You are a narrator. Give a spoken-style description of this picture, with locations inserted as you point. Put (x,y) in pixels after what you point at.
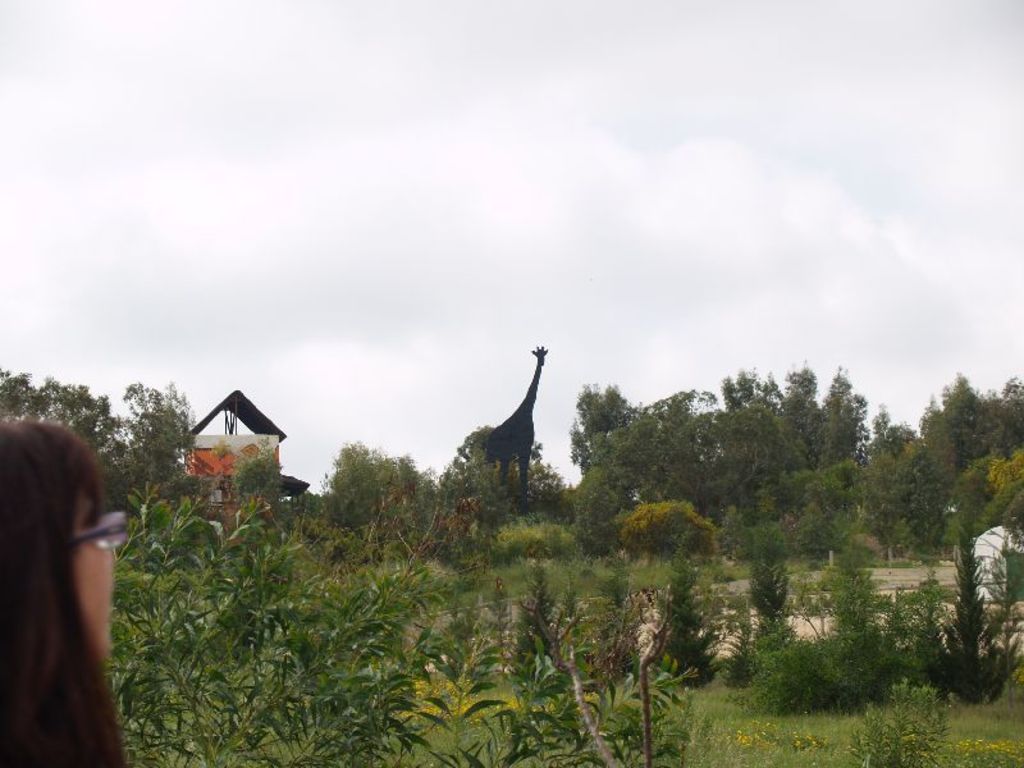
In this image there is a person (53,641) with spectacles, there are plants (461,646), grass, a house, trees (955,624), a giraffe (534,370), and in the background (527,270) there is sky (314,229).
